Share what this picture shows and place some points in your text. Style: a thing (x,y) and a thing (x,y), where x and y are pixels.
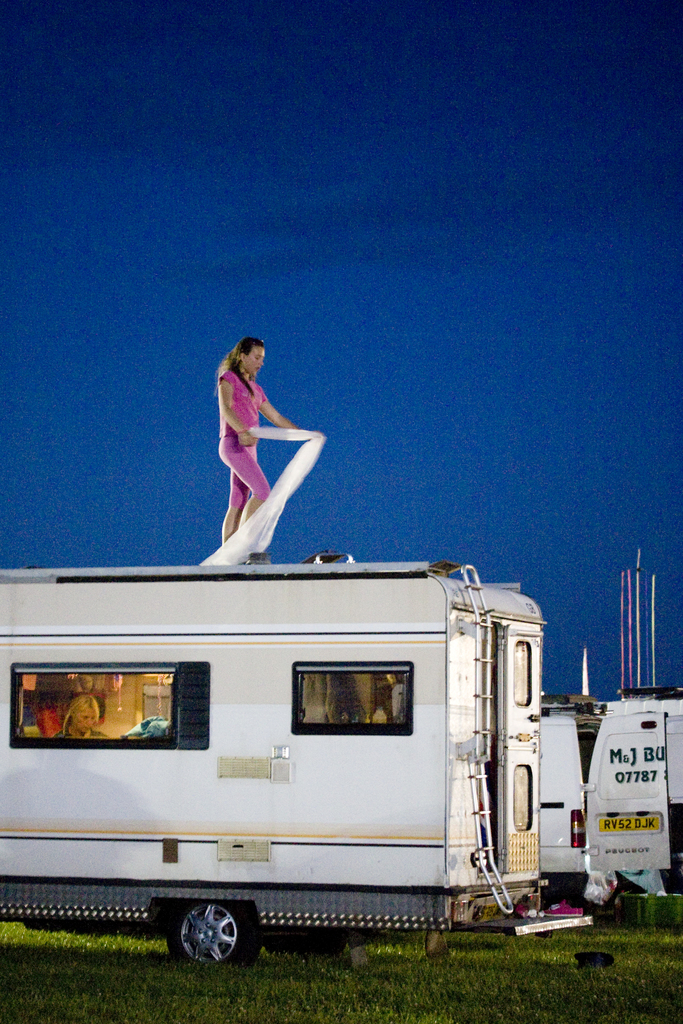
There is a van (202,664) with windows (395,691) and ladder (482,847). A lady (256,440) is holding a cloth (291,435) and standing on the van (271,569). Inside the van (91,656) there is another lady (90,709). On the ground (406,973) there is grass (436,972). In the back (565,782) there is another vehicle (600,766) with a door (611,789). On the door (621,791) something is written. In the background (545,353) there is sky (377,169).
